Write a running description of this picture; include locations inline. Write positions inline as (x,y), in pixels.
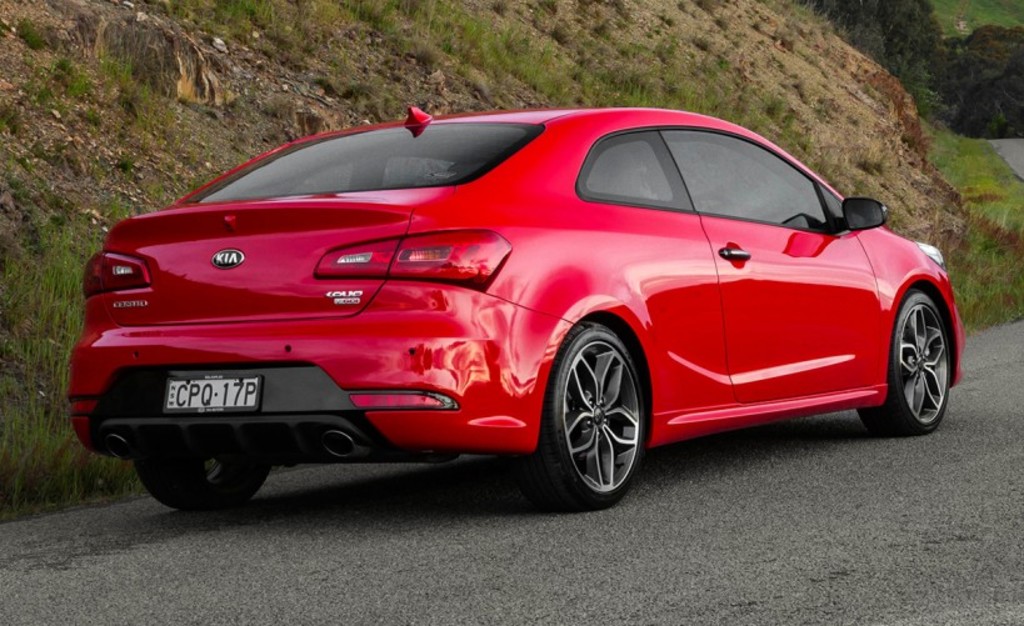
In the center of the image (485,256) there is a red color car (513,390) on the road (694,501). In the background of the image (695,46) there is a mountain (810,91). There are trees (913,67).
